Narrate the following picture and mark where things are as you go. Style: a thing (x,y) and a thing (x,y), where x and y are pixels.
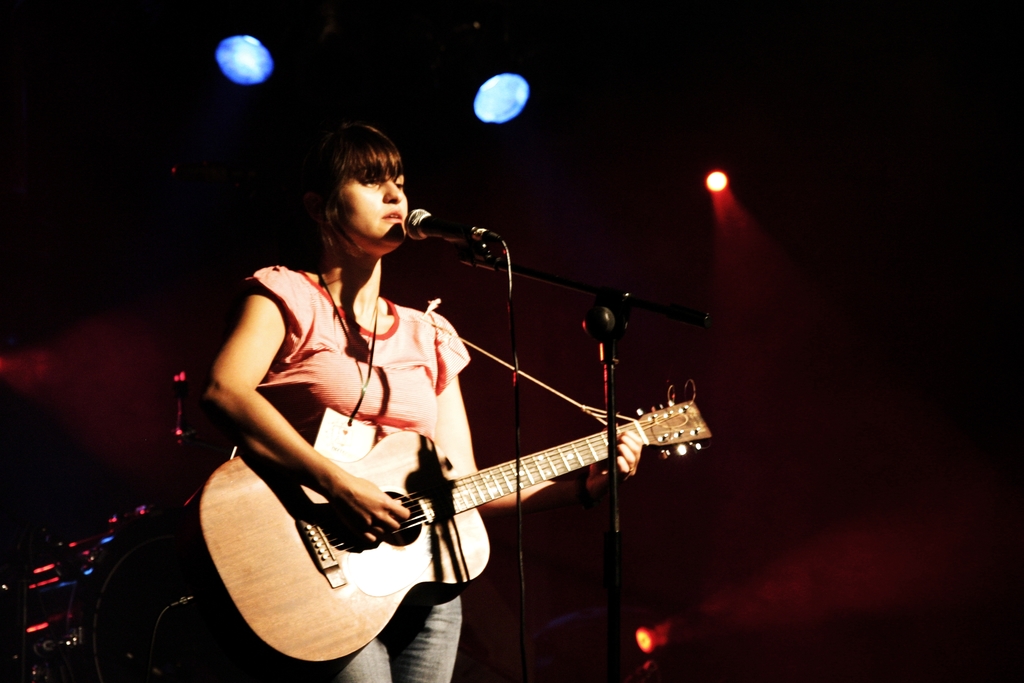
In this image i can see a woman (393,339) holding a guitar (397,445) and singing in front a microphone (416,231), at the background (526,100) i can see a light (514,90).
